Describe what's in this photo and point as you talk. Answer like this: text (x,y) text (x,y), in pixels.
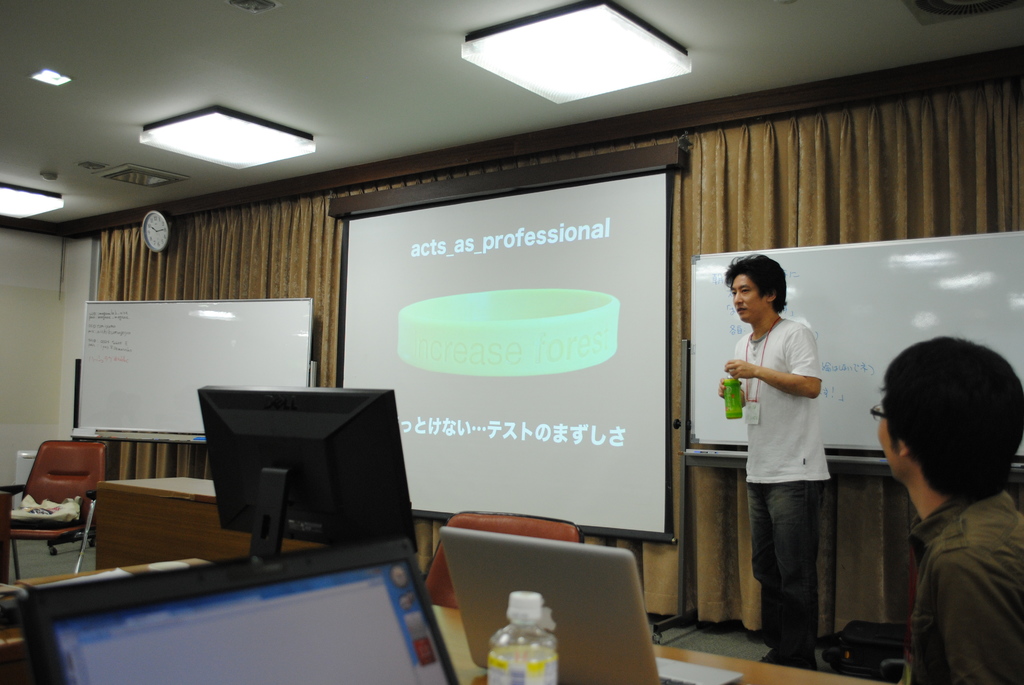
This is a picture consist of a system (334,525) on the table (712,658) and is taken inside of the room (58,301). And there screen (554,208) attached to the wall (680,197) and screen (482,424) there is some text (471,426) written and left side (60,470) there is a chair (66,486), on the right side (930,493) there are the two persons (786,526) visible and there is a board (875,287) visible, on the roof (546,56) there are some lights (552,58) visible and left corner (160,240) there is a clock (150,223) attached to the curtain (120,254).
